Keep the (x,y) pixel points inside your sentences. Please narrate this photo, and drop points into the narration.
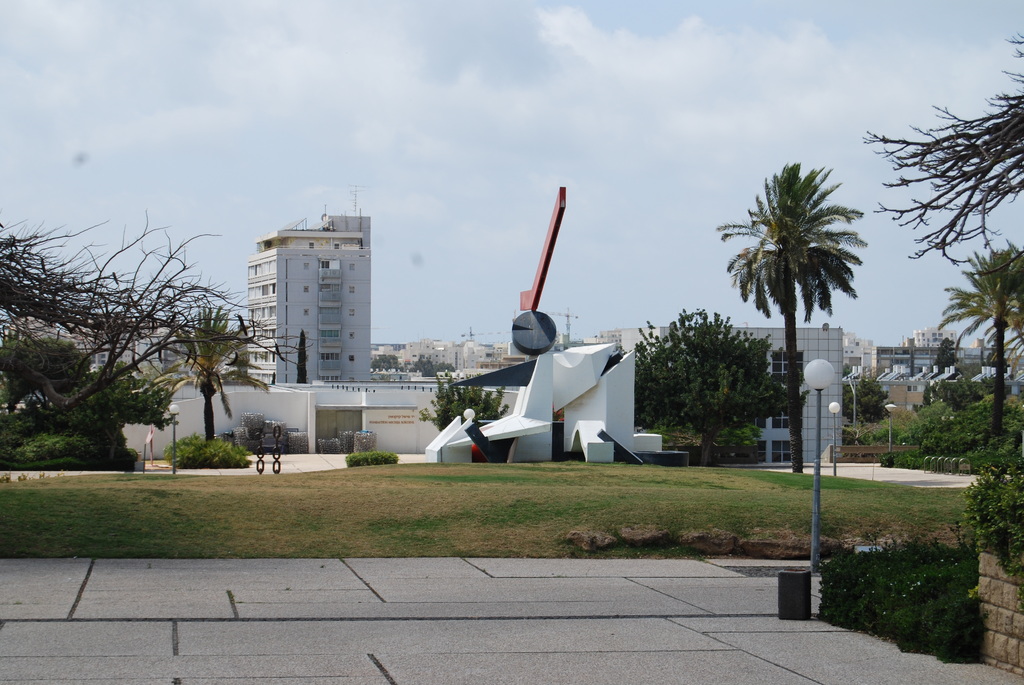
In this image we can see many buildings (487,353), there is a white architecture (588,367), there are trees (751,378), there are lamps (808,369), there is grass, there is sky (293,49) on the top (411,84).
